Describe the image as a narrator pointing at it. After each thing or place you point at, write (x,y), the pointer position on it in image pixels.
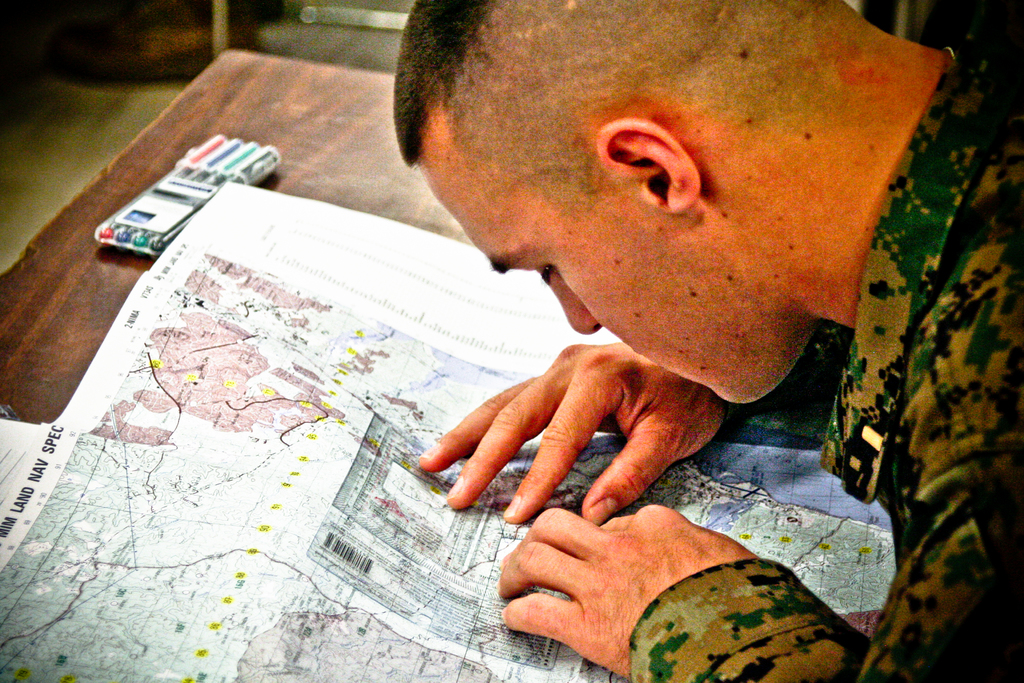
In this picture I can see a man (701,434) looking at the map (562,493), on the left side (183,176) may be there are pens (186,196) on the table (344,152).
